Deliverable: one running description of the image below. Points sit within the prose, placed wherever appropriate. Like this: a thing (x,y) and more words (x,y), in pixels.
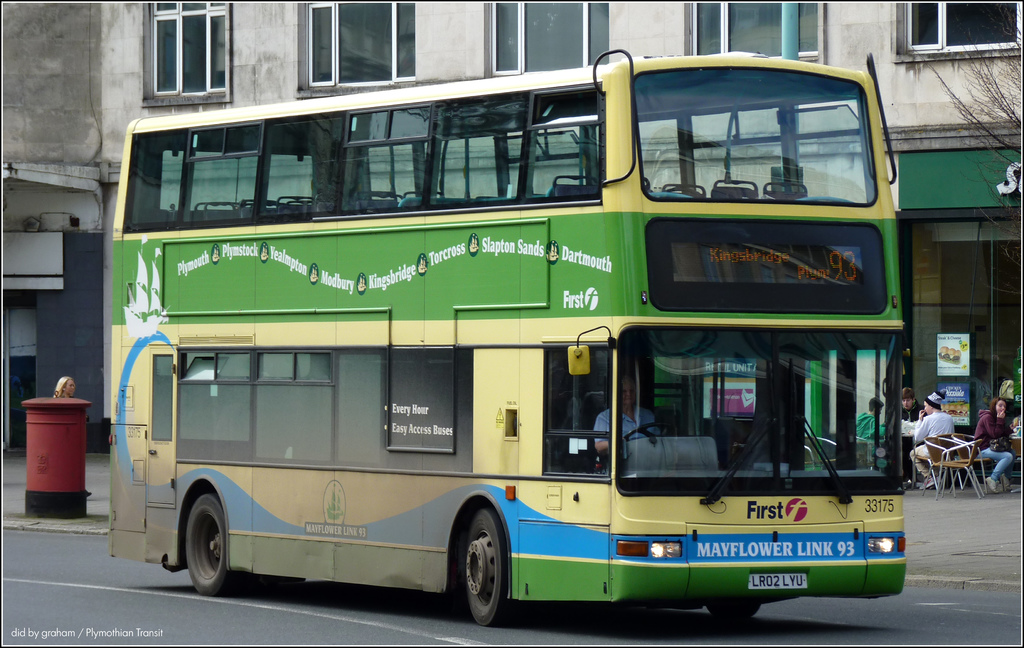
This is an outside view. Here I can see a double-decker bus (429,276) on the road (305,627). Inside the bus (634,492) there is a person (605,414) sitting and driving. On the right side (952,424) there are few people (997,432) sitting on the chairs (968,472). On the left side (65,449) there is a metal object (50,448) placed on the footpath (48,526). In the background (317,44), I can see a building (422,45) along with the windows (216,48).
